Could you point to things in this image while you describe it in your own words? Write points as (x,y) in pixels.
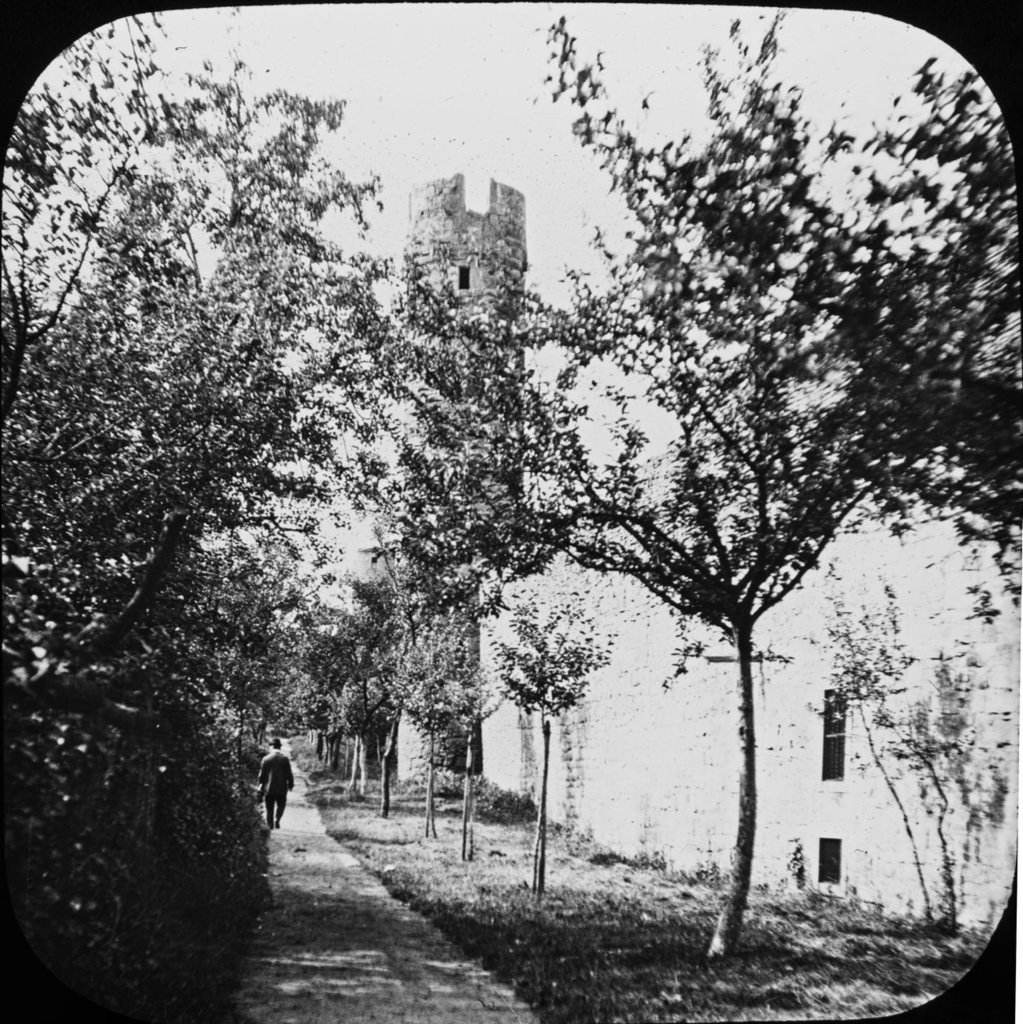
This is a black and white image where we can see a person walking on the way (454,951). On the either side of the image we can see trees (126,596), here we can see grass (622,1014), buildings (642,708), tower (423,271) and the sky (572,265) in the background (561,357).
